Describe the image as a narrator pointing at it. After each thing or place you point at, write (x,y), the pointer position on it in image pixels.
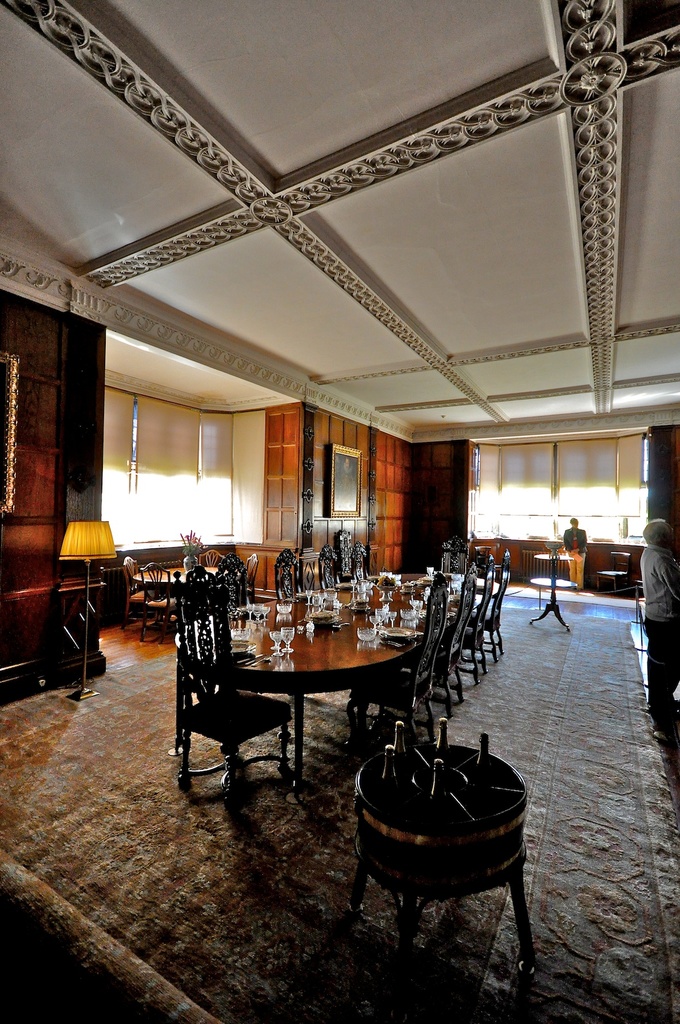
In this image there is a table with plates (335,619), glasses (286,640) and some other objects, around the table (279,666) there are chairs (284,587) and there are a few more tables (164,578) and chairs (146,585), there are a few people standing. In the background (466,444) there are a few frames (11,434) hanging on the wall (325,502) and there are windows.
